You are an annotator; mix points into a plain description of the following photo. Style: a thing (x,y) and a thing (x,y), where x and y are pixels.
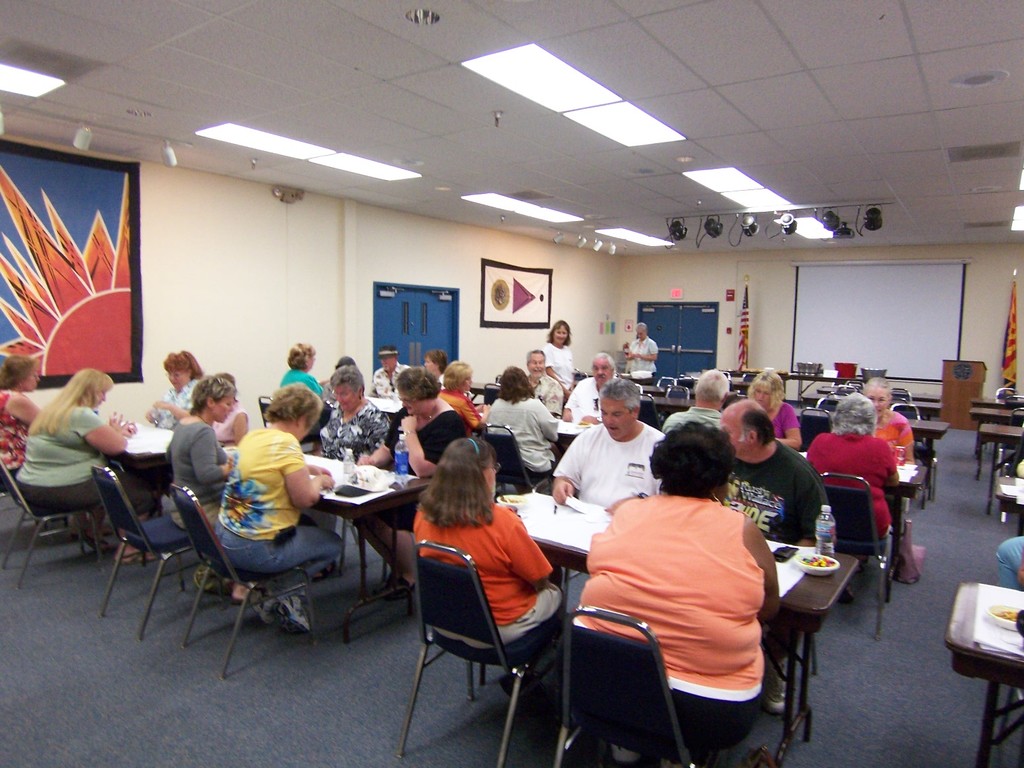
In this image we can see persons (261,467) sitting and standing on the chairs (474,603) and tables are placed in front of them. On the tables (415,479) we can see tablecloths (351,498), disposable tumblers (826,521) and serving plates (370,486) with food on them. In the background (233,282) there are pictures (94,266) pasted on the walls (356,278), doors (684,322), projector display (811,266), electric lights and a podium (956,383).
